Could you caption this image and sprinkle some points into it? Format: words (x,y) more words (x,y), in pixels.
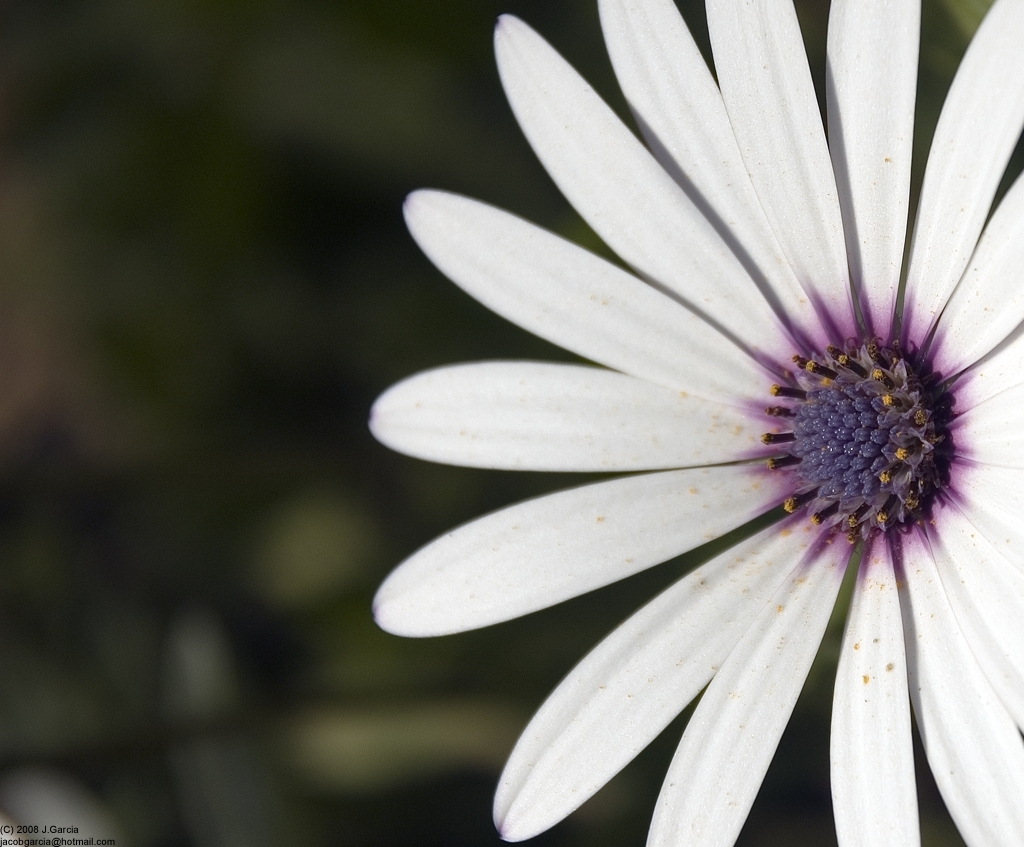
This is the image of a flower (1004,605) and the background (74,682) is blurred.
